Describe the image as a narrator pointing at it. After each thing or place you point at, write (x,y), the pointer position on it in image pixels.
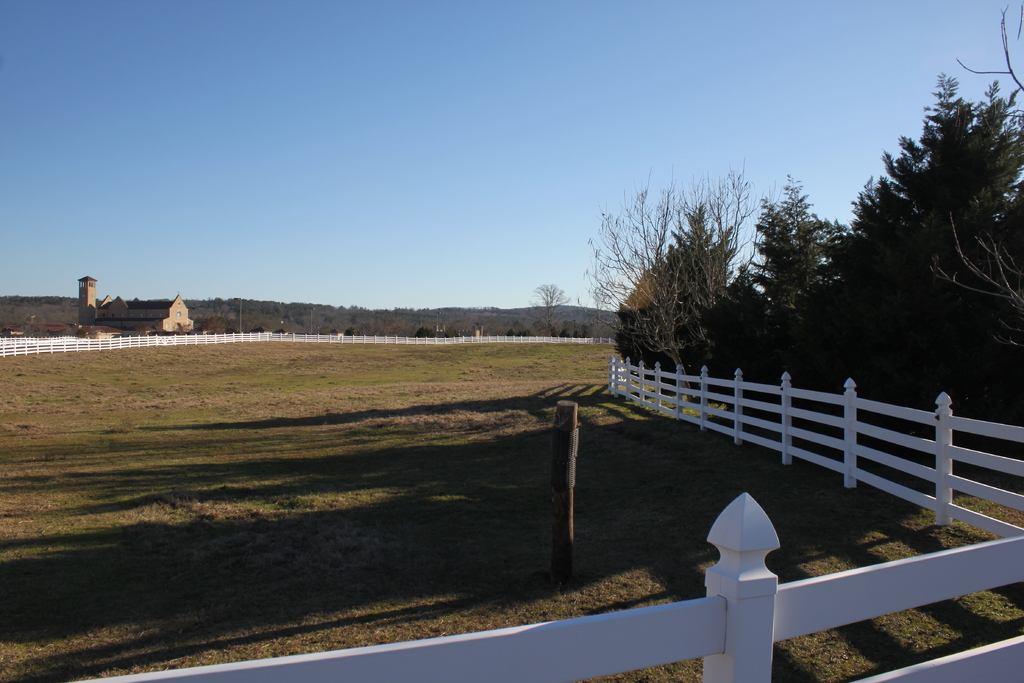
In the picture I can see the wooden fence (783,392). There is a wooden pole (557,448). I can see the trees (777,231) on the right side (780,282). There is a house (108,307) on the left side (167,314). In the background (227,311), I can see the trees (396,319). There are no clouds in the sky (376,248).
